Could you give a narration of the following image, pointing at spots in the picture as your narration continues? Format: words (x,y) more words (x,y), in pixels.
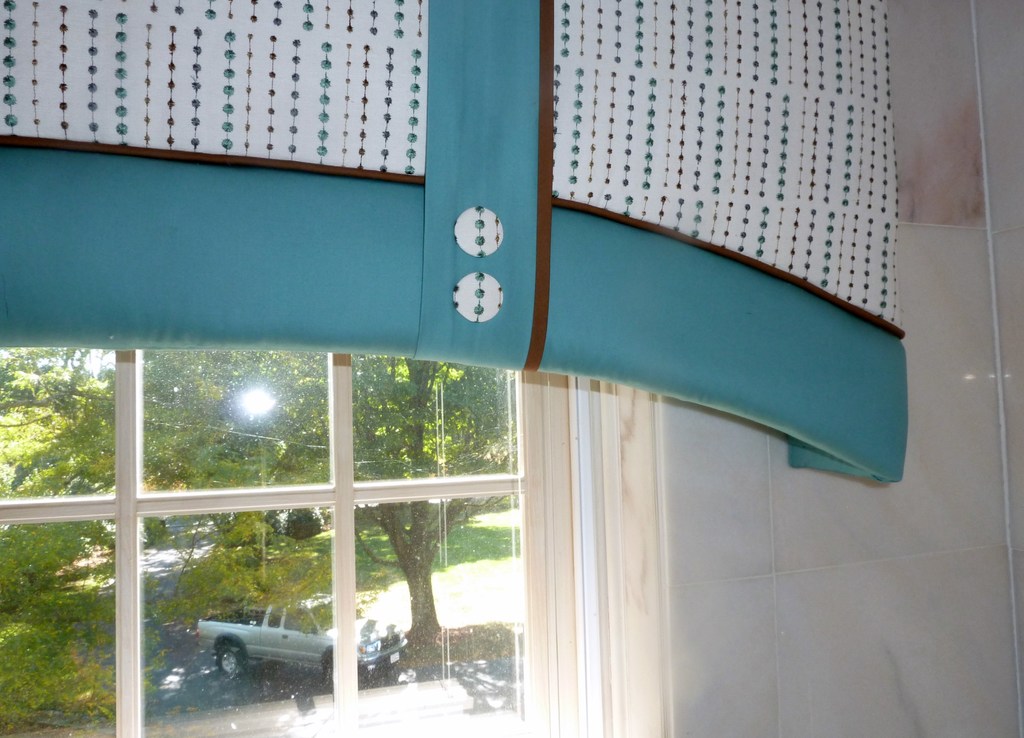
In this image I can able to see curtain (501,237) and a glass window (493,461). Through the glass window (353,560) I can able to see trees (407,580), vehicles (270,618) and grass (455,572).
